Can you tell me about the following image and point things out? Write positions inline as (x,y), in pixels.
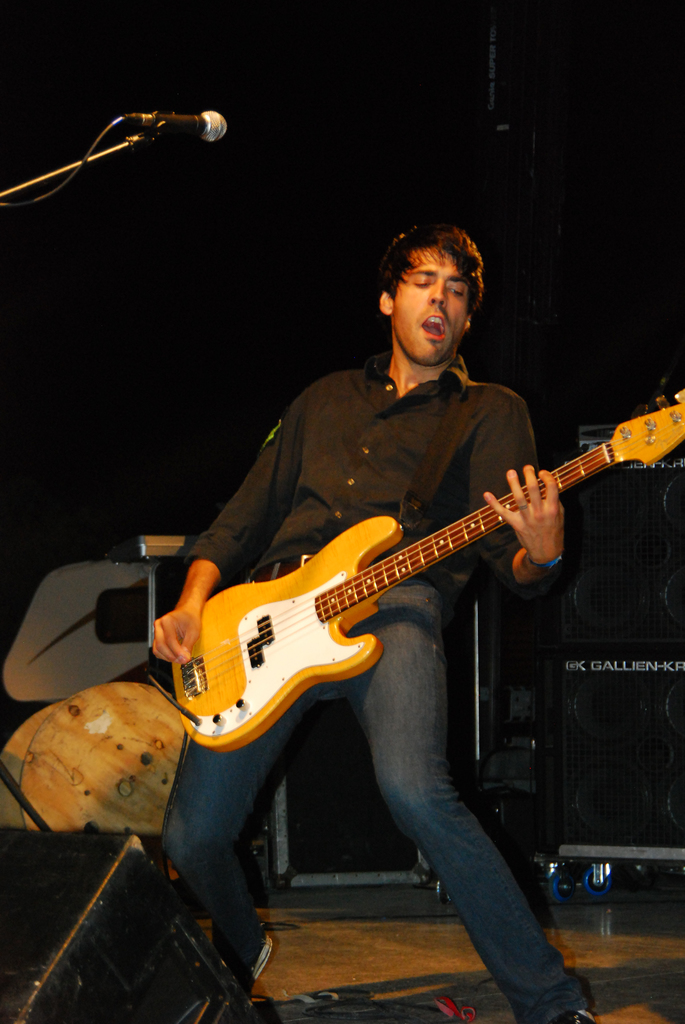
A person (416,818) who is holding the guitar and has a mike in front of him and he is wearing a black shirt (357,459) and also can see the speaker (626,827).
